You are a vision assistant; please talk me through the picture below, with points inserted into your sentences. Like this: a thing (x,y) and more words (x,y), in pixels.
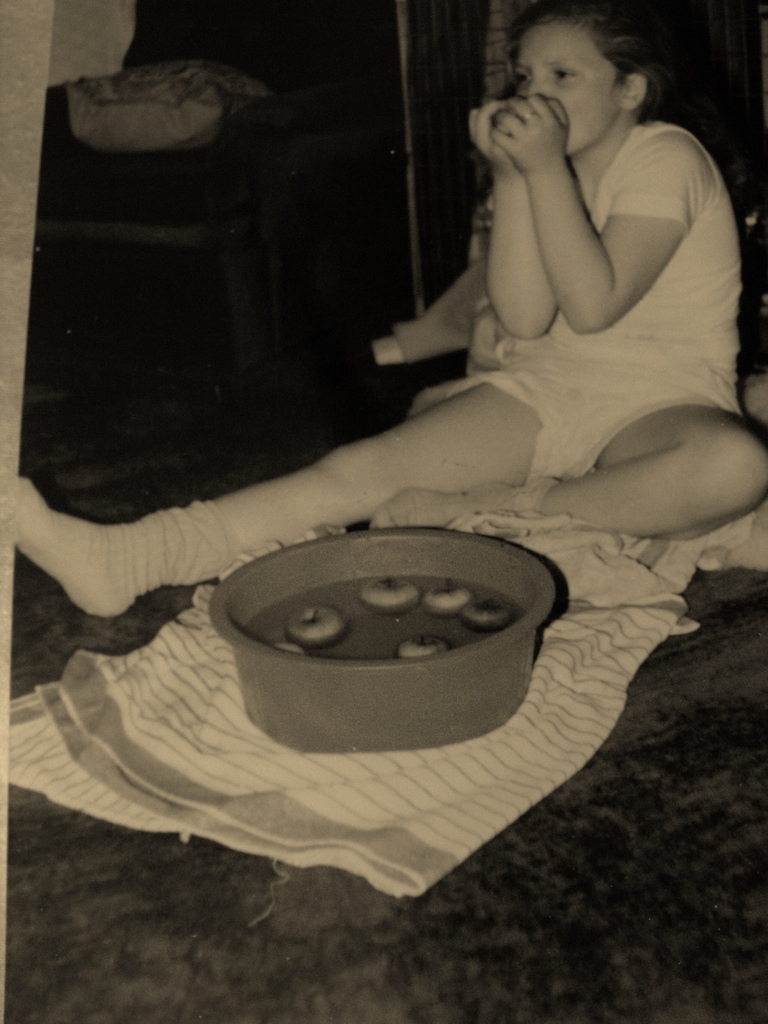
In this image we can see a child (327,510) sitting and holding an object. We can also see a food item (422,648) in the plastic object (423,537) and it is placed on the cloth (369,863).
